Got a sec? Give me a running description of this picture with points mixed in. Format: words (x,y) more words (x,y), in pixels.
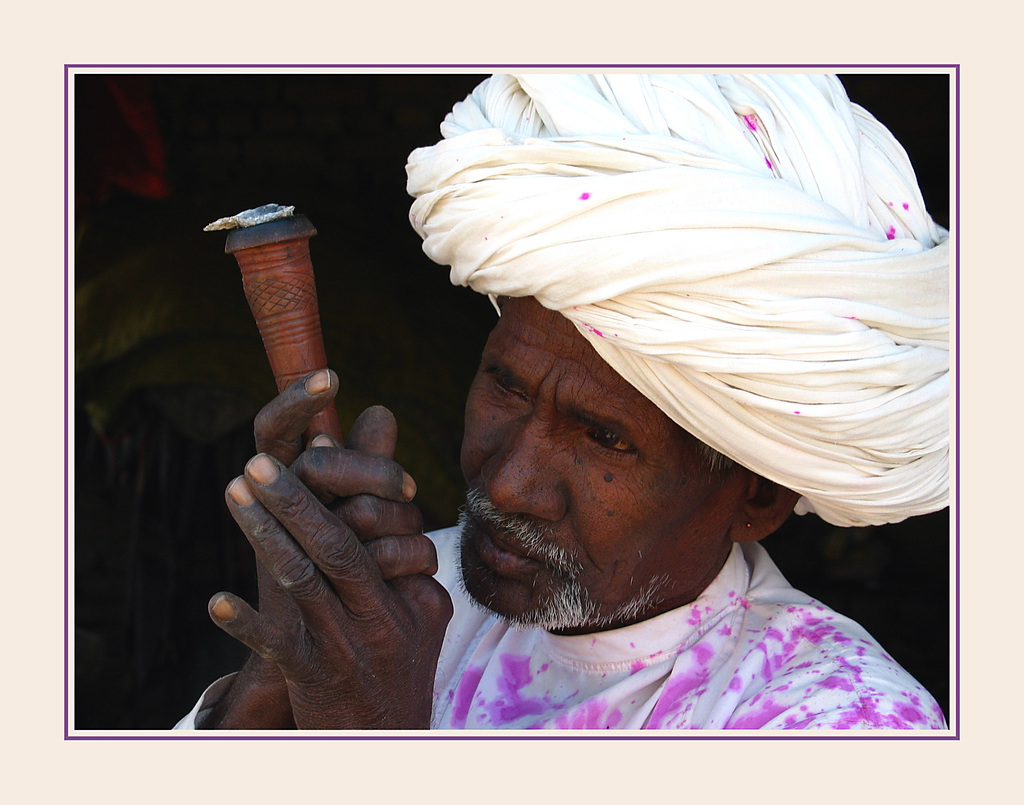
In this picture, we can see a photo frame (656,763). In this image, in the middle (659,325), we can see a man (734,520) holding an object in his hand (359,480). In the background (175,209), we can see black color.
